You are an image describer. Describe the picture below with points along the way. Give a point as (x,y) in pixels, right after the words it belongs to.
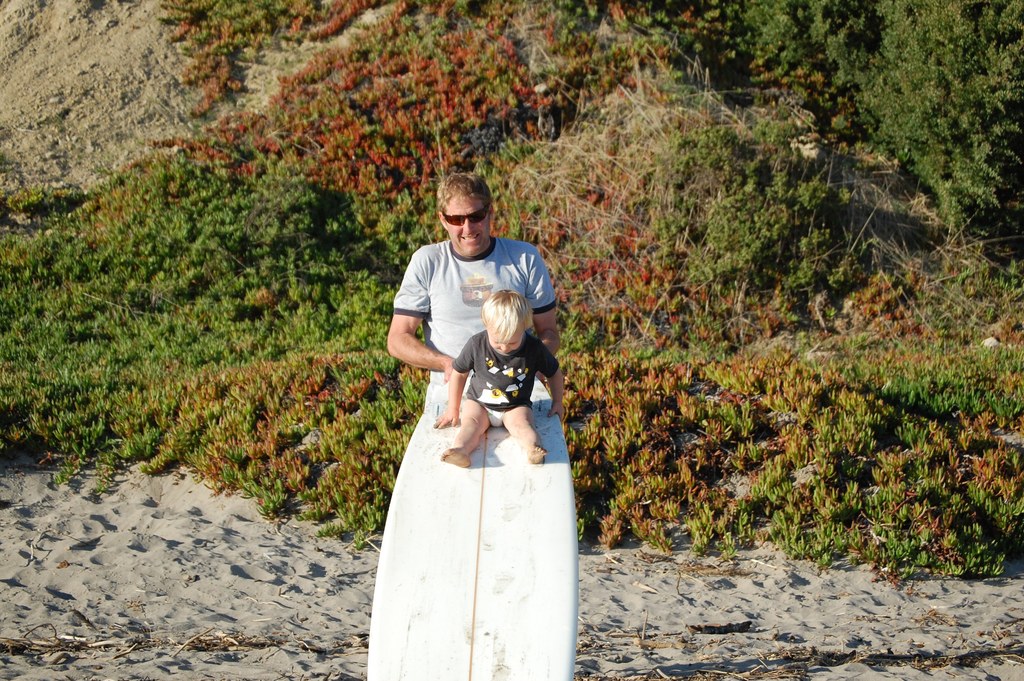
In this image there is a person (478,230) standing and holding the surfing board (508,494), there is an other person (488,414) sitting on the surfing board (512,522). At the back (659,141) there are plants (656,180), at the bottom (190,575) there is sand (231,582).
